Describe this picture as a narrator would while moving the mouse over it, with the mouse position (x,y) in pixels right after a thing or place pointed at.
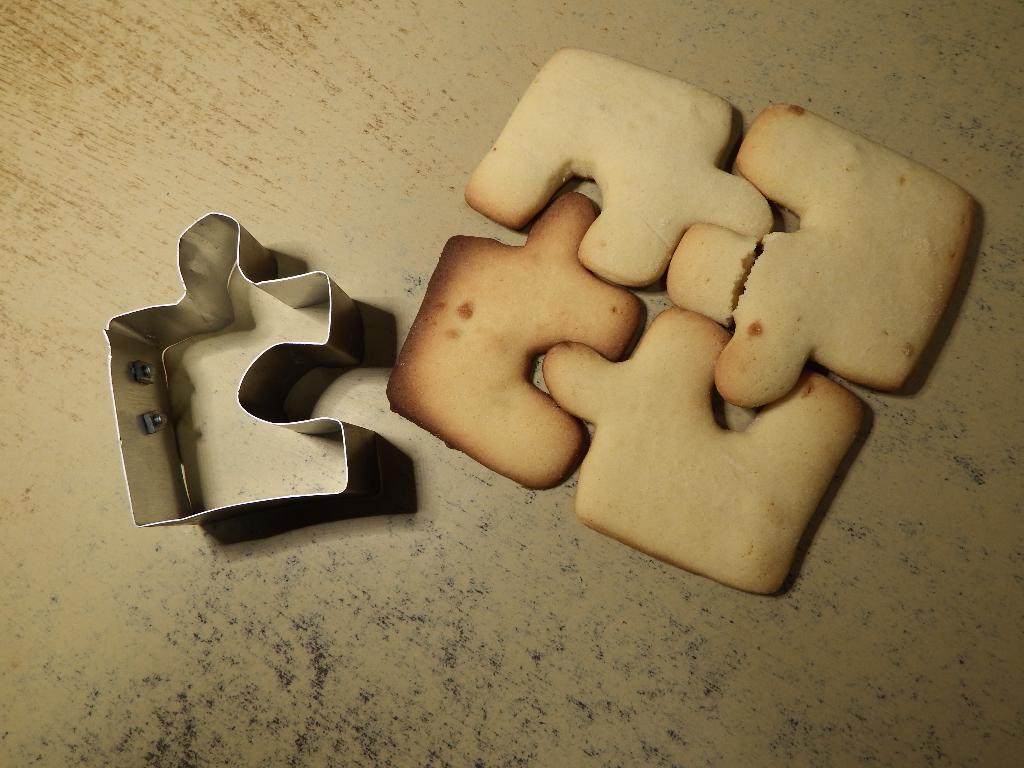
In this image there are four cookies (589,345). Beside the cookies (437,399) there is a metal shaper (158,515) on the table (202,671).
